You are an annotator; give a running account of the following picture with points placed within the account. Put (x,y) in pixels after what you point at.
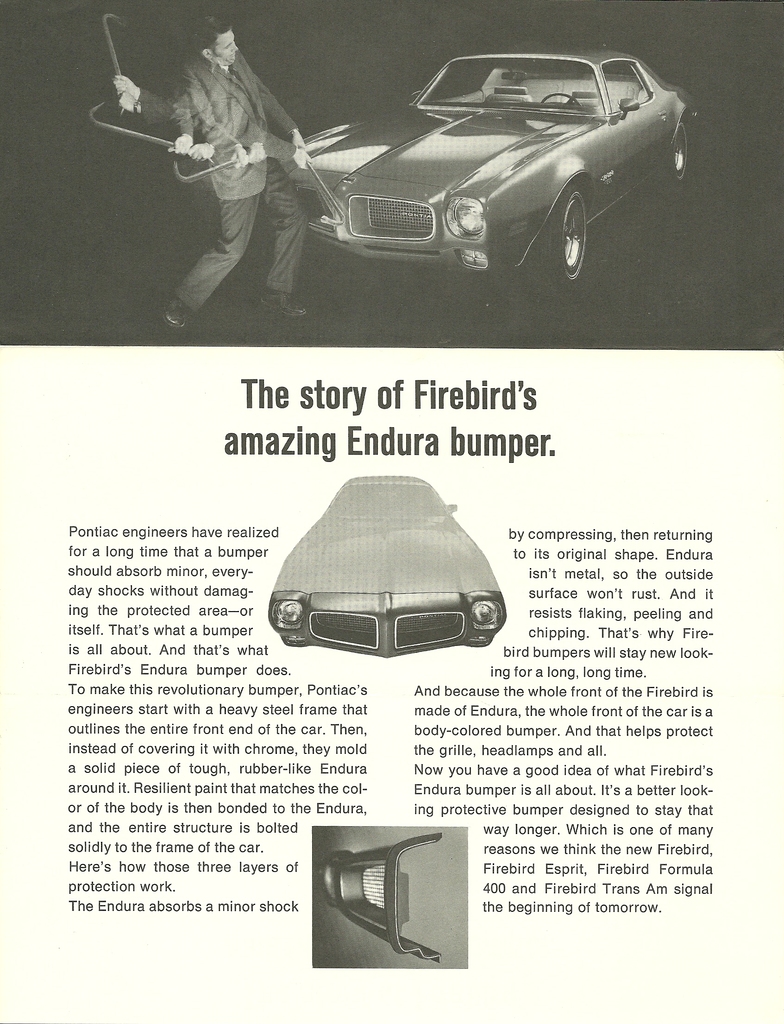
In this image, we can see depiction of a person (182,142), car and some text (351,771).
